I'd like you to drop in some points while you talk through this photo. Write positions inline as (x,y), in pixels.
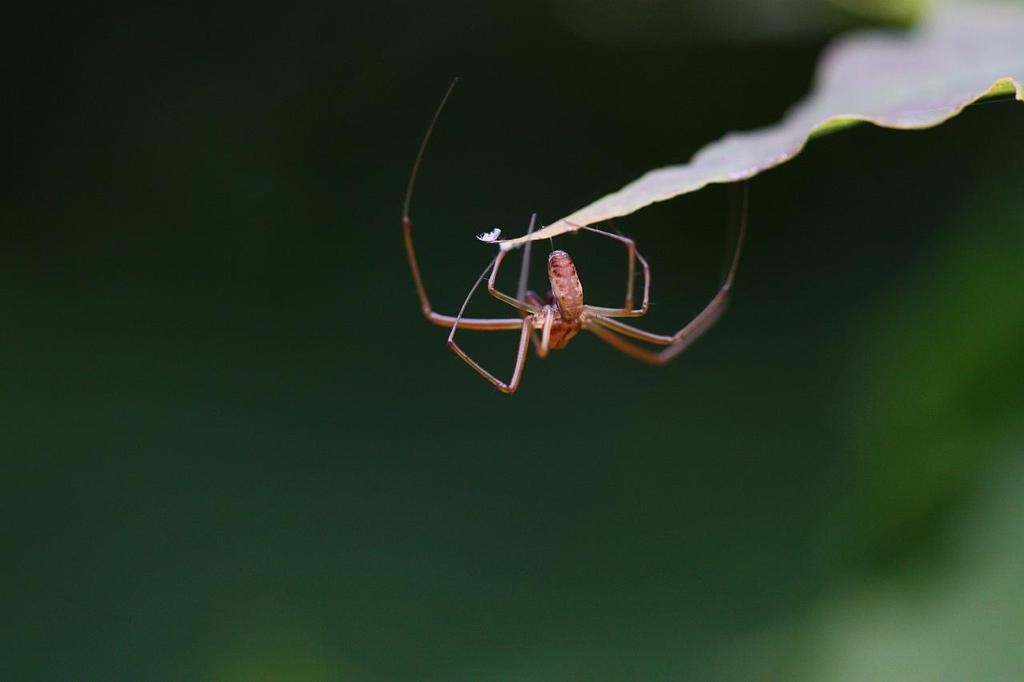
In this image there is a leaf (759,169) towards the top of the image (821,103), there is a spider (574,293) on the leaf (880,74), the background of the image (450,254) is blurred, the background of the image (565,540) is green in color.
